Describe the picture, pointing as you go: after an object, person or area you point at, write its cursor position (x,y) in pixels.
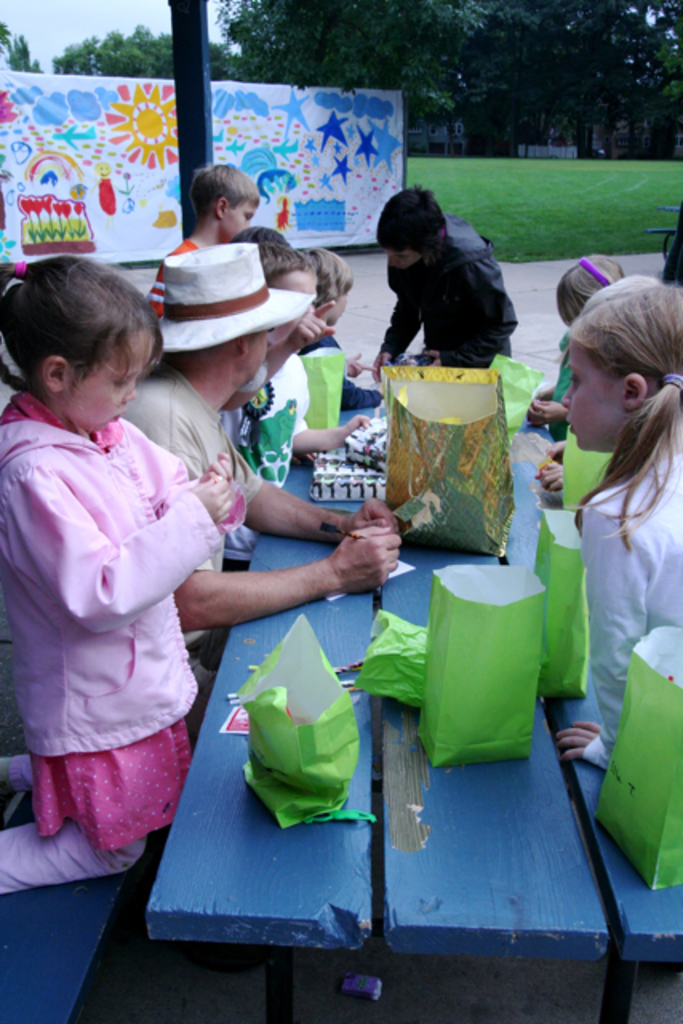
In this image we can see a group of people (139,406) are sitting, in front (452,510) here is the table (308,543), and some objects (462,545) on it, here is the grass (498,173), here are the trees (575,71), here is the banner (256,101), at above here is the sky (50,26).
